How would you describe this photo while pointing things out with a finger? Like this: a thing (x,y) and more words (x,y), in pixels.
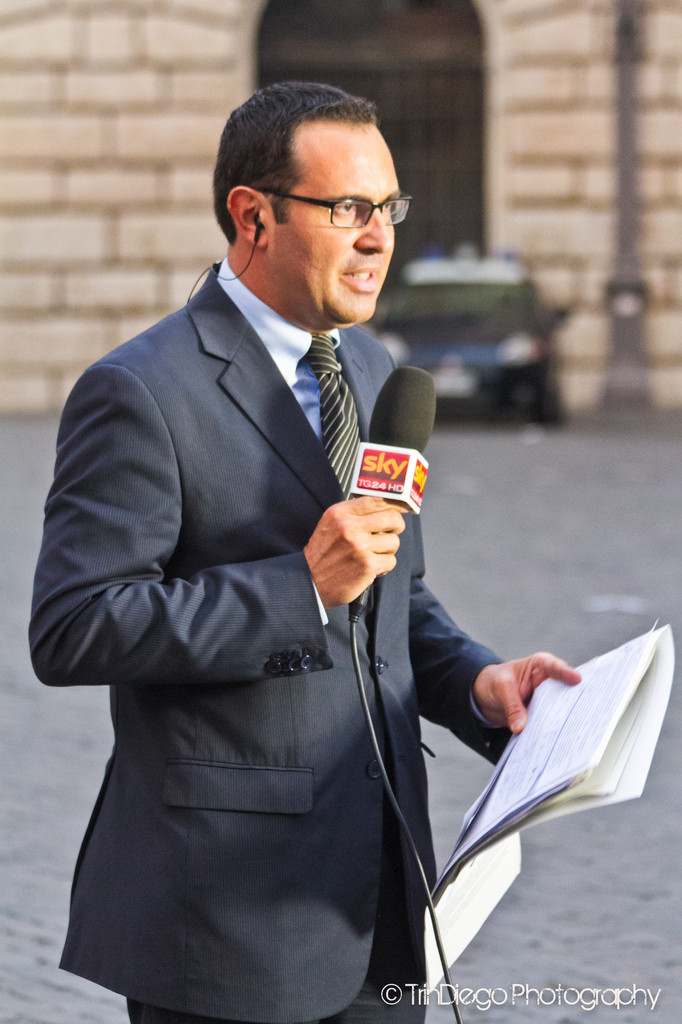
In this image there is a man (281,117) who is holding some papers (663,690) in one hand (527,660) and holding a microphone (420,406) in another hand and at the back ground (424,281) there is a car (437,253), a building (542,202), a door (413,190) and a pole (622,21).
